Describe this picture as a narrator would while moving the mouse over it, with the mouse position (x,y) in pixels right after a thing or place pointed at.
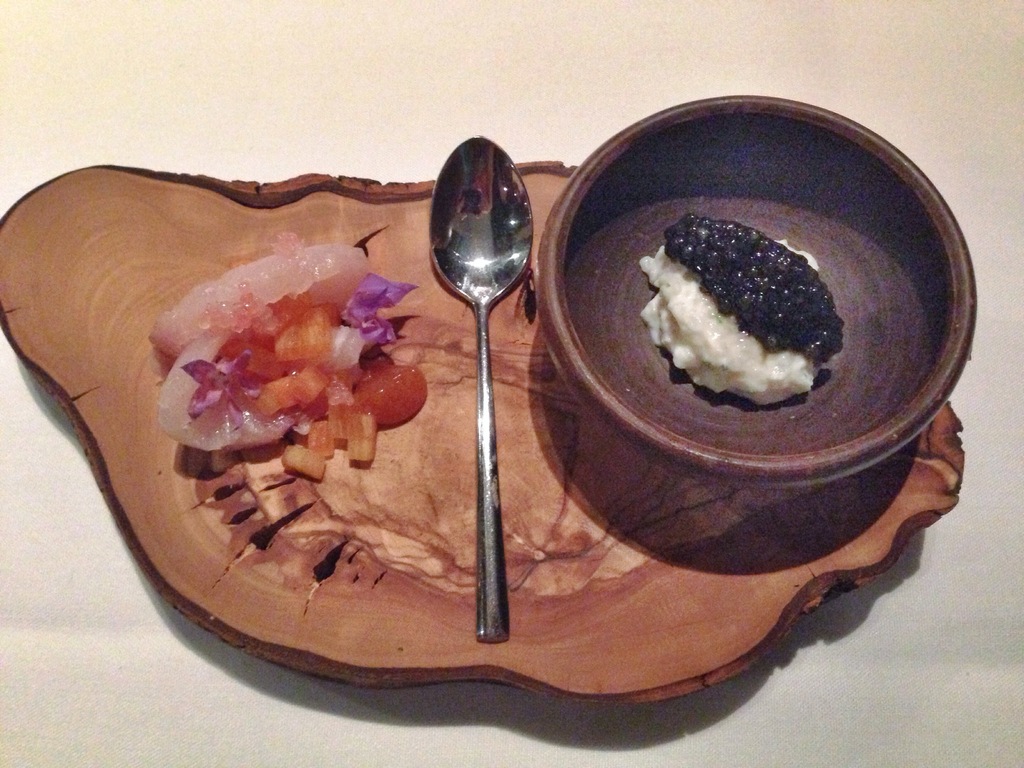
There is a wooden tray (147,308) on the white surface (880,682). On that tray (339,582) there is a salad (335,380), spoon (478,409) and a bowl (671,410) with some white and black food item (719,327).
